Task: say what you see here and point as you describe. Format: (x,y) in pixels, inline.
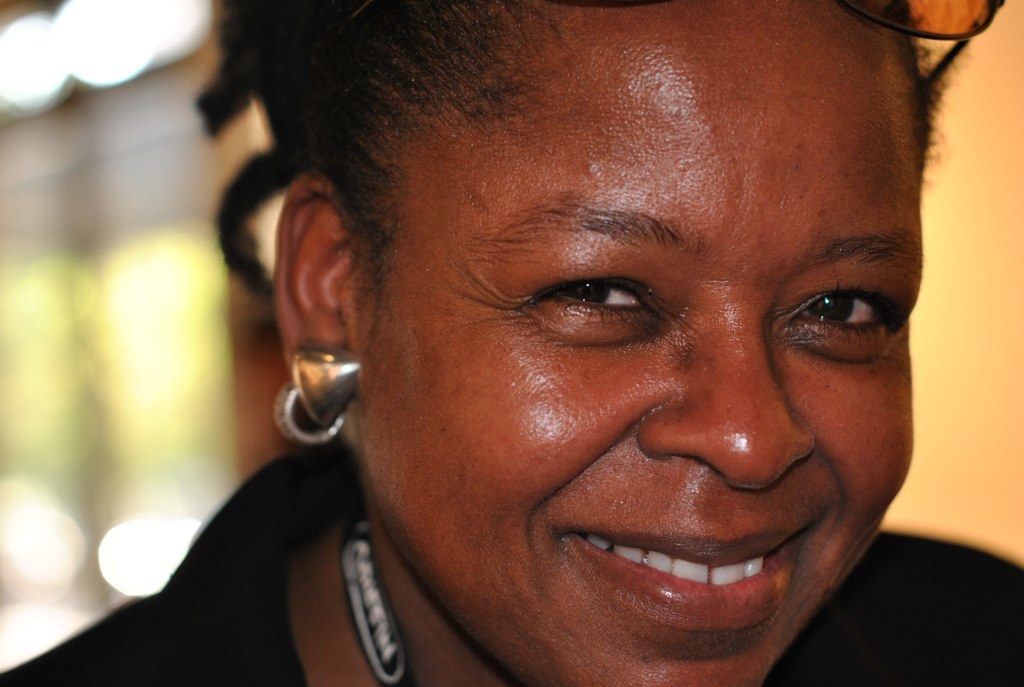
In this picture we can see a woman (376,573) smiling. Background (192,35) is blurry.
